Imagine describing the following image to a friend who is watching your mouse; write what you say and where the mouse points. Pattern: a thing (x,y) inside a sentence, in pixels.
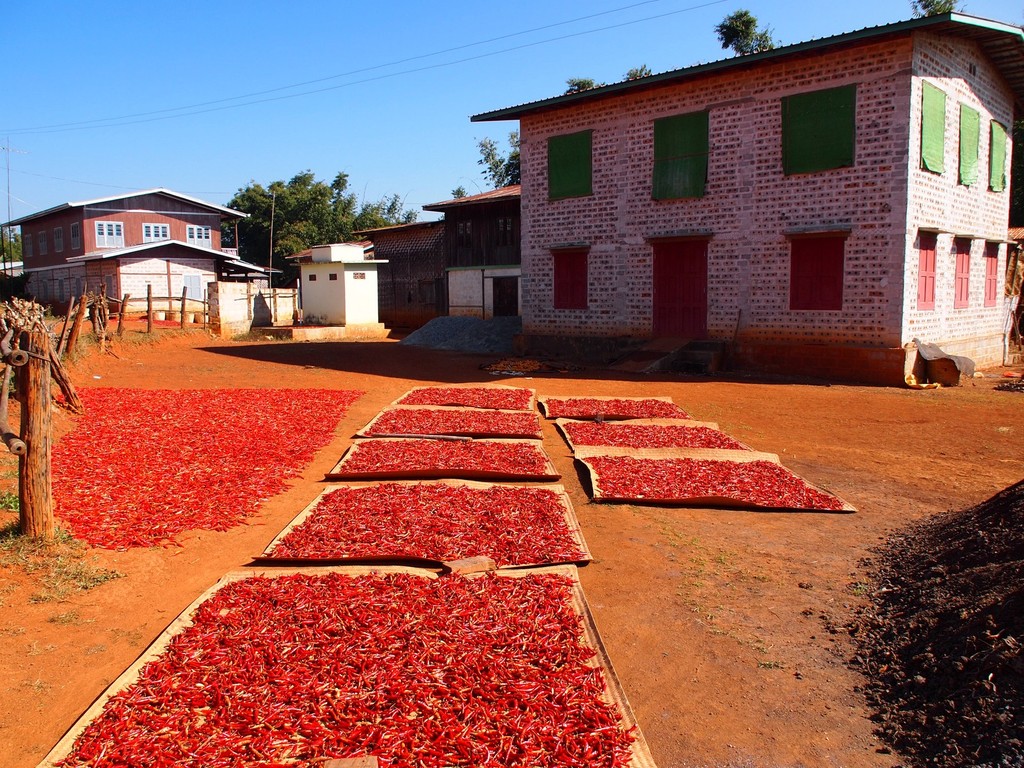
In this picture we can see red chillies (363,488), ground (368,395), wooden fence (72,333), houses (476,243) and trees (287,205). In the background of the image (306,99) we can see the sky (430,117).
